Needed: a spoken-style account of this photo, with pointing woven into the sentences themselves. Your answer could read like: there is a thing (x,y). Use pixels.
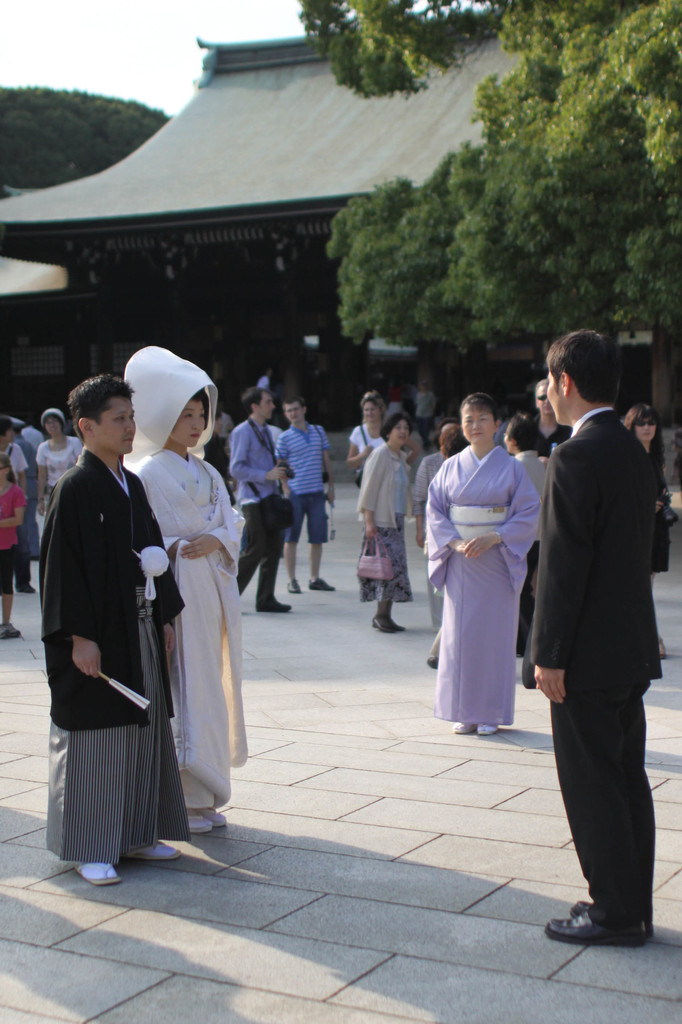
This picture is clicked outside. In the foreground (210,802) we can see the group of people (312,486) standing on the ground (349,618). In the background (217,119) there is a sky (133,60), house (323,153) and trees (617,235).
